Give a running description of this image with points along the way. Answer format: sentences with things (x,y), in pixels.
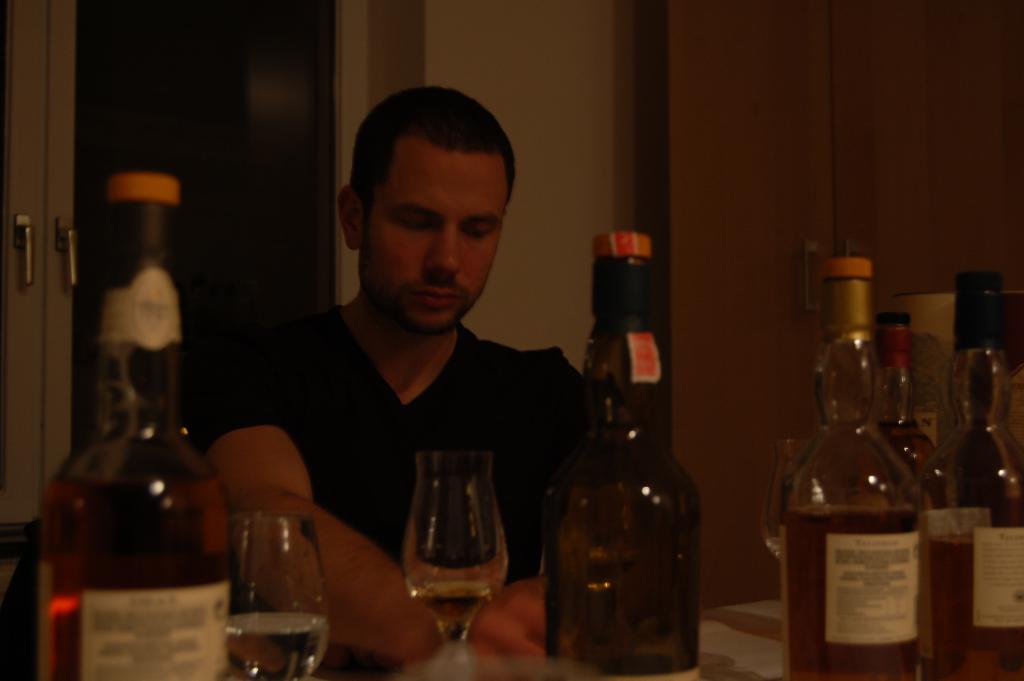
In this image there is a man (411,367) in the center (379,428) wearing a black t-shirt (341,421). In front of this man (439,442) there are few bottles (689,527) and glasses (440,603) filled with drinks (450,592). In the background (34,122) there is a wall (508,62) and a window (60,146) white in colour.
